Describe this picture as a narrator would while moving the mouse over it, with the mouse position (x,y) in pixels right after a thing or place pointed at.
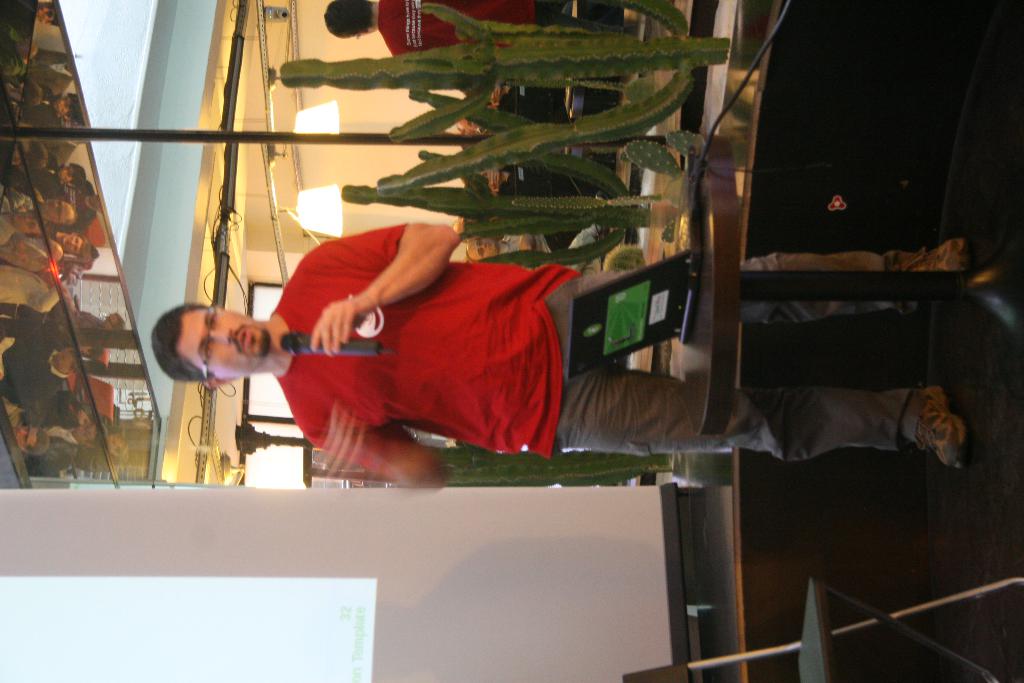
In this image a man (439,306) standing and holding a mic (351,350), in front of him there is a table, on that table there is a laptop (675,313) in the background (549,123) there are desert plant (600,138) and a mirror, beside him there is a wall (510,575) and a chair (815,654).
